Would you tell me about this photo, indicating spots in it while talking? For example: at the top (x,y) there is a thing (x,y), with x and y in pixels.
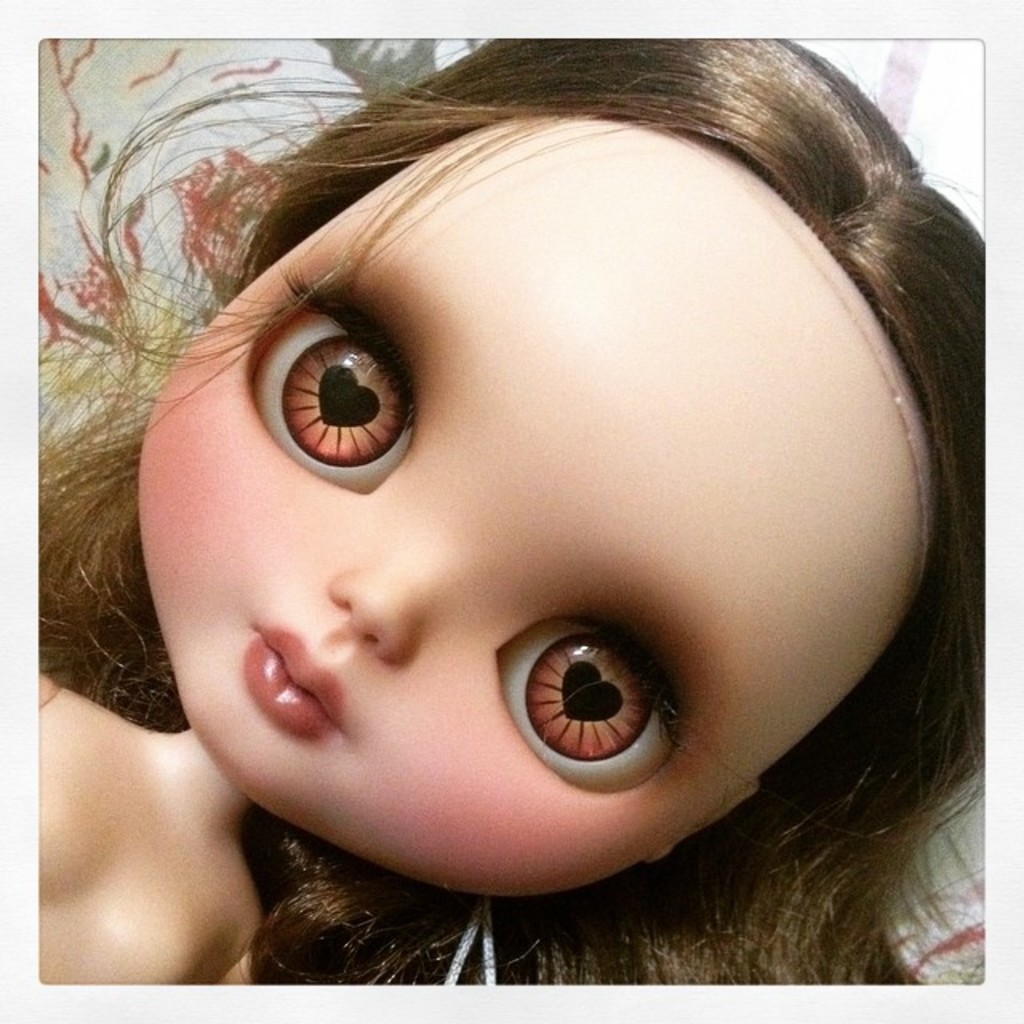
In the middle of the image (434,460) there is a toy (212,716) lying on the bed (947,882). It is with big eyes (526,669) and a short nose (404,628).
